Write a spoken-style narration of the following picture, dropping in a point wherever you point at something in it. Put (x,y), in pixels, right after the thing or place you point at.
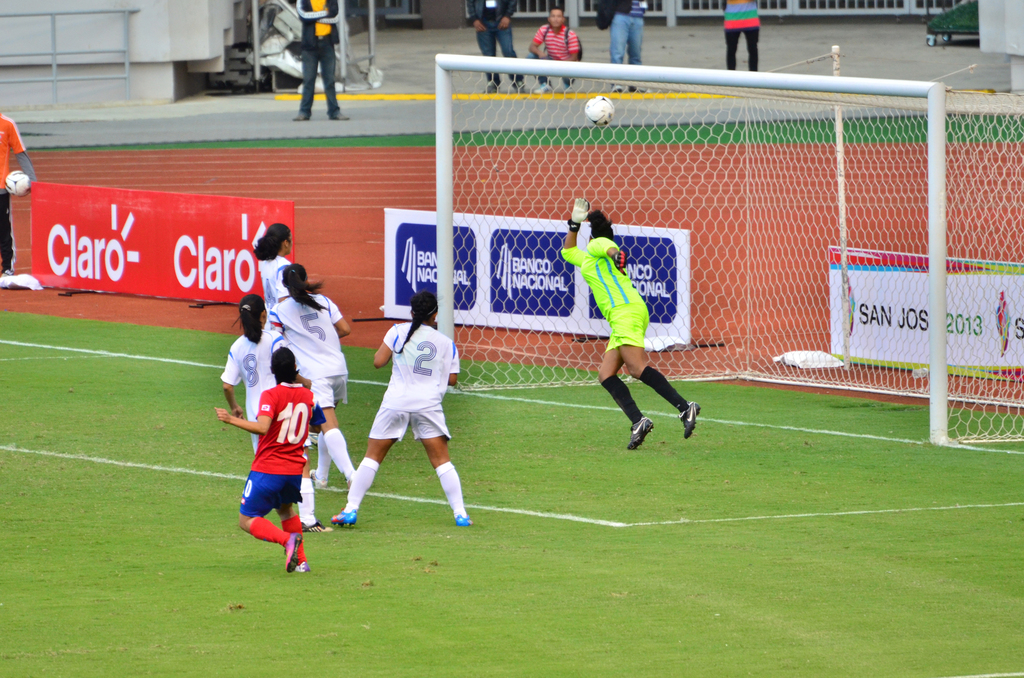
This picture is clicked outside. In the foreground (346,444) we can see the group of persons (341,334) wearing t-shirts (331,331) and seems to be playing foot ball and we can see the ball (607,102) which is in the air (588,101), we can see the net (568,155), metal rods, text (537,277) on the banners (392,254), green grass (132,425). In the background (13,137) we can see the group of persons (750,41) and some other objects (245,55).
